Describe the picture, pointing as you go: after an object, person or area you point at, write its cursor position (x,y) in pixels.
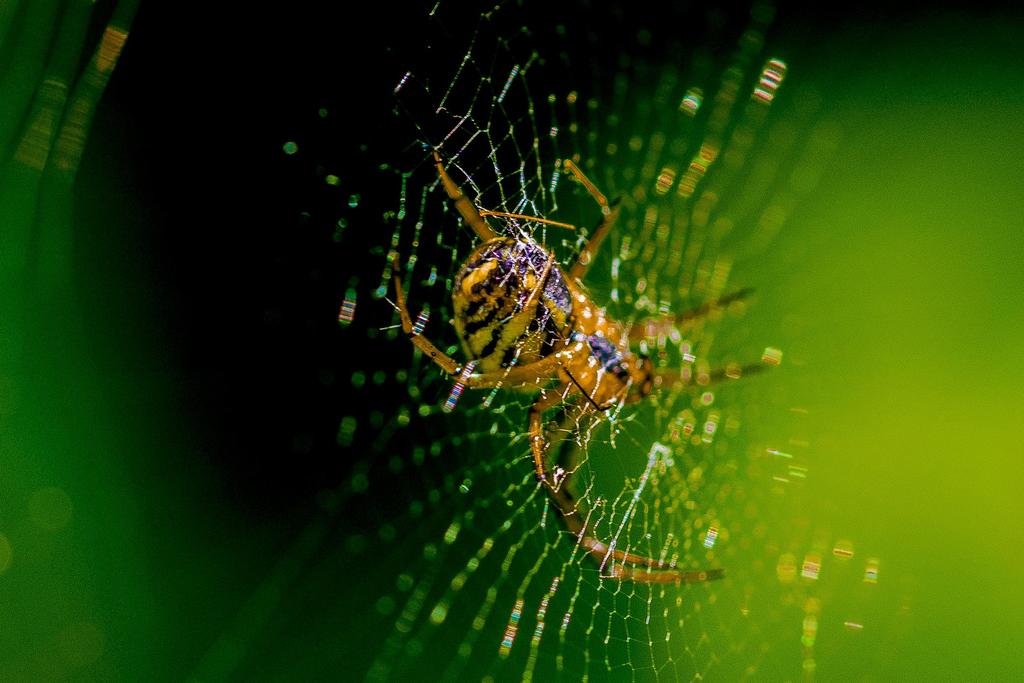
In this image we can see a spider (583,362) and web (554,337).
